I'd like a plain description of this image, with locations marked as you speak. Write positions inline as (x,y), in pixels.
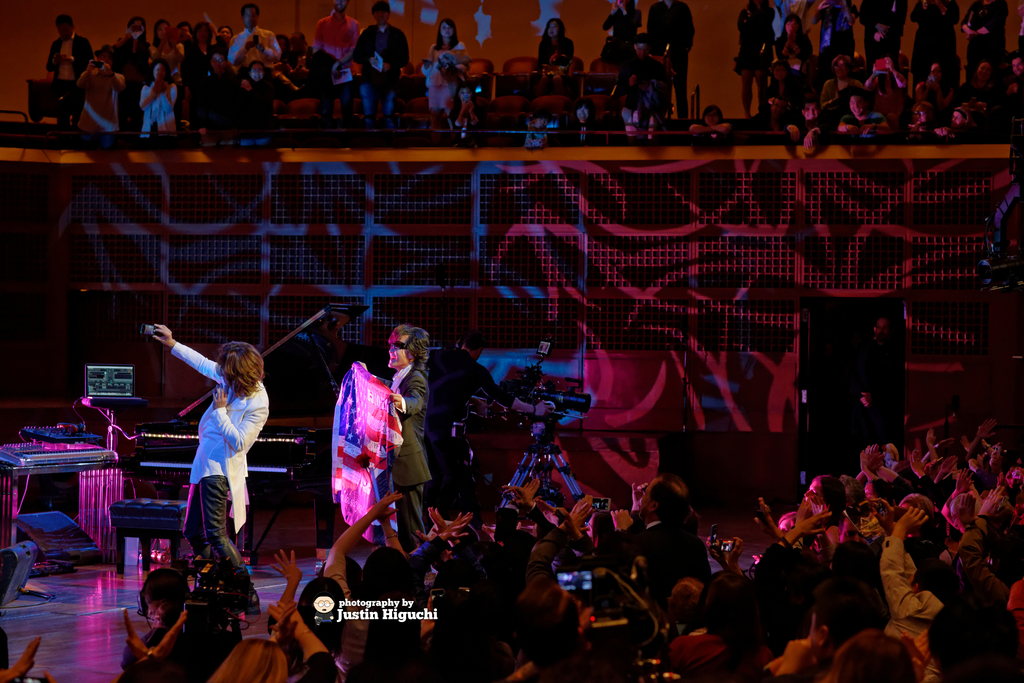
In the center of the image (502,416) we can see camera (544,423) and person (449,427) on a dais (120,577). On the left side of the image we can see two persons (244,480) performing on dais (108,583). On the dais (84,586) we can see music equipment (88,462) and piano (171,464). At the bottom of the image (618,526) there is a crowd (729,597). In the background (975,297) we can see fencing (828,236), crowd (839,123) and wall (487,34).
